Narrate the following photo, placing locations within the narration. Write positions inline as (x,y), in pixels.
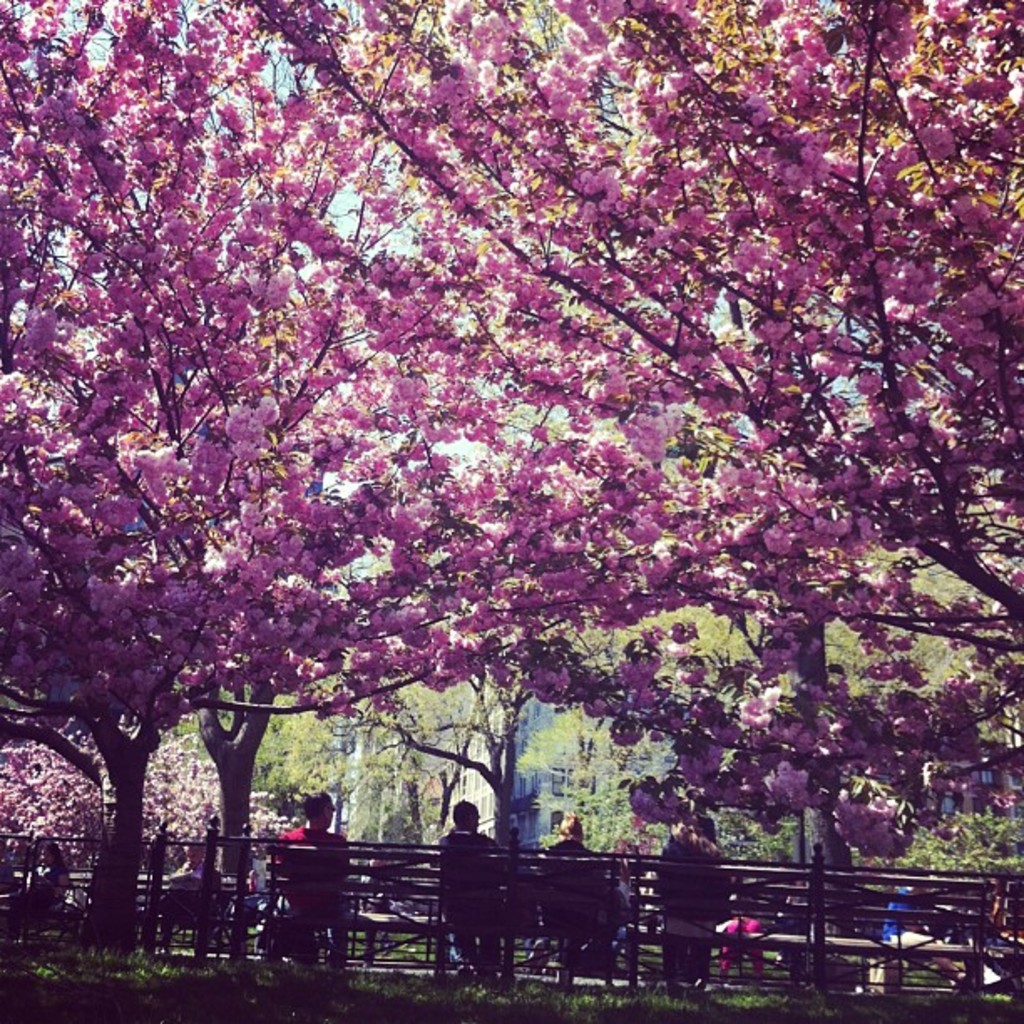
At the top of the image (390,152) we can see the blossom (511,587). At the bottom of the image (586,899) we can see persons (582,921) sitting in benches (841,907).
